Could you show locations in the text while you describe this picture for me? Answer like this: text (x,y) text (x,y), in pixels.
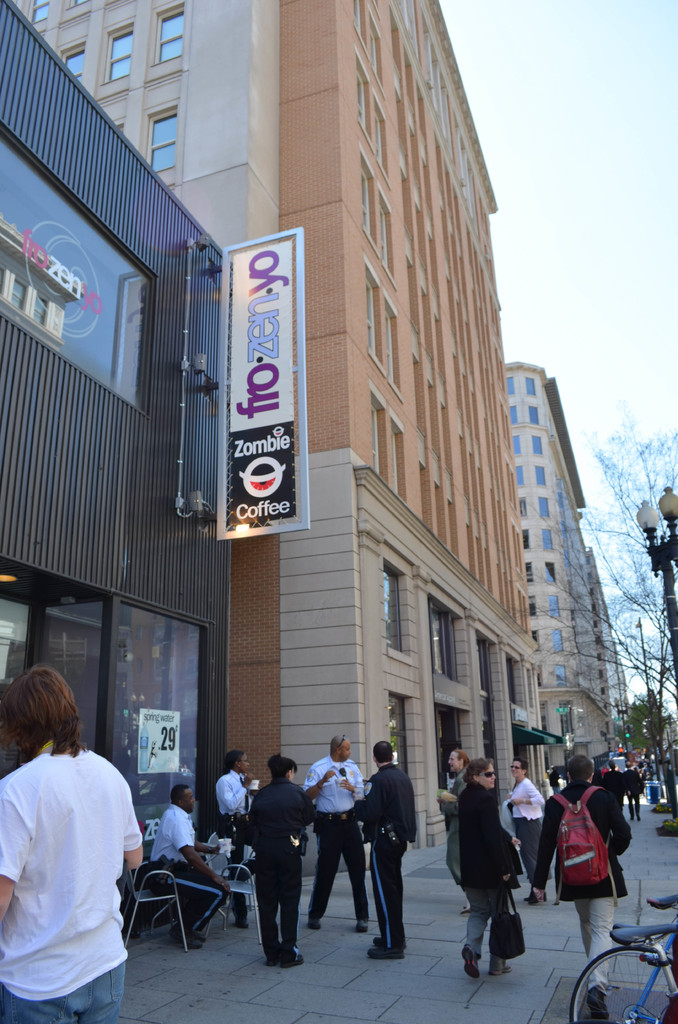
In this image there is a path (432,988) on which there are few people (471,869) walking on it. There are buildings (437,495) on the left side (158,317). On the left side (174,840) there is an officer (194,845) sitting in a chair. On the right side (607,959) bottom there is a cycle (647,981). On the left side (49,501) top there is a coffee store (91,443). At the top (591,193) there is sky (600,166). Beside the path (643,822) there are trees (655,720) and lights (667,550).
